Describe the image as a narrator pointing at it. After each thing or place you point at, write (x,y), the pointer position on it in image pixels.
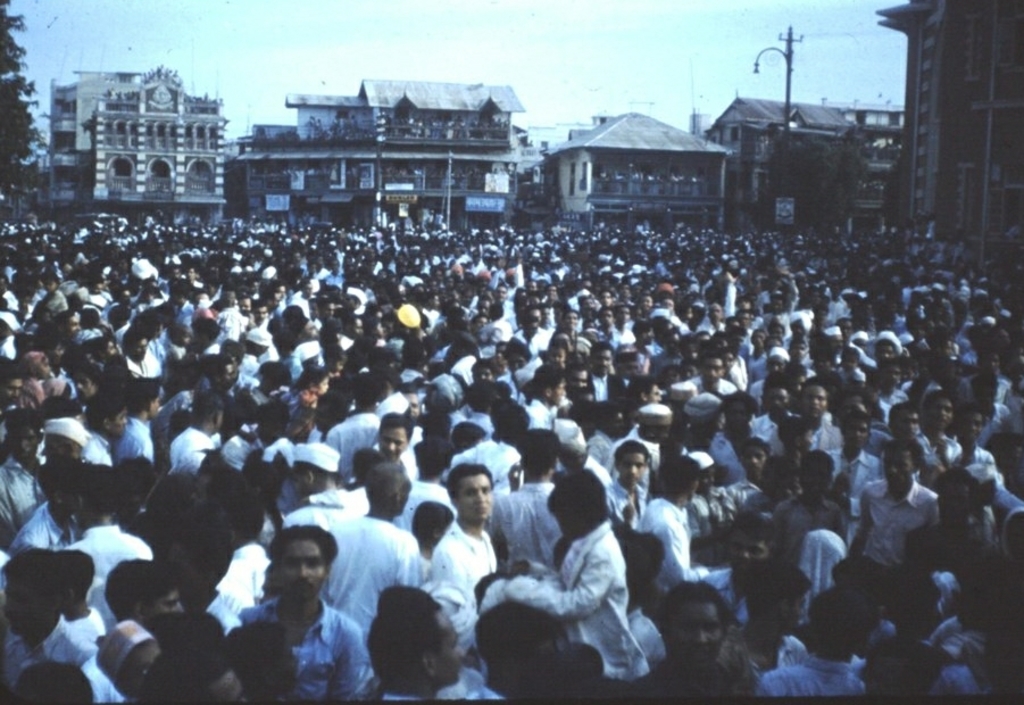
In this image, we can see a crowd (536,365) in front of buildings (532,186). There is pole (790,56) in the top right of the image (779,50). At the top of the image (532,39), we can see the sky (394,18).
